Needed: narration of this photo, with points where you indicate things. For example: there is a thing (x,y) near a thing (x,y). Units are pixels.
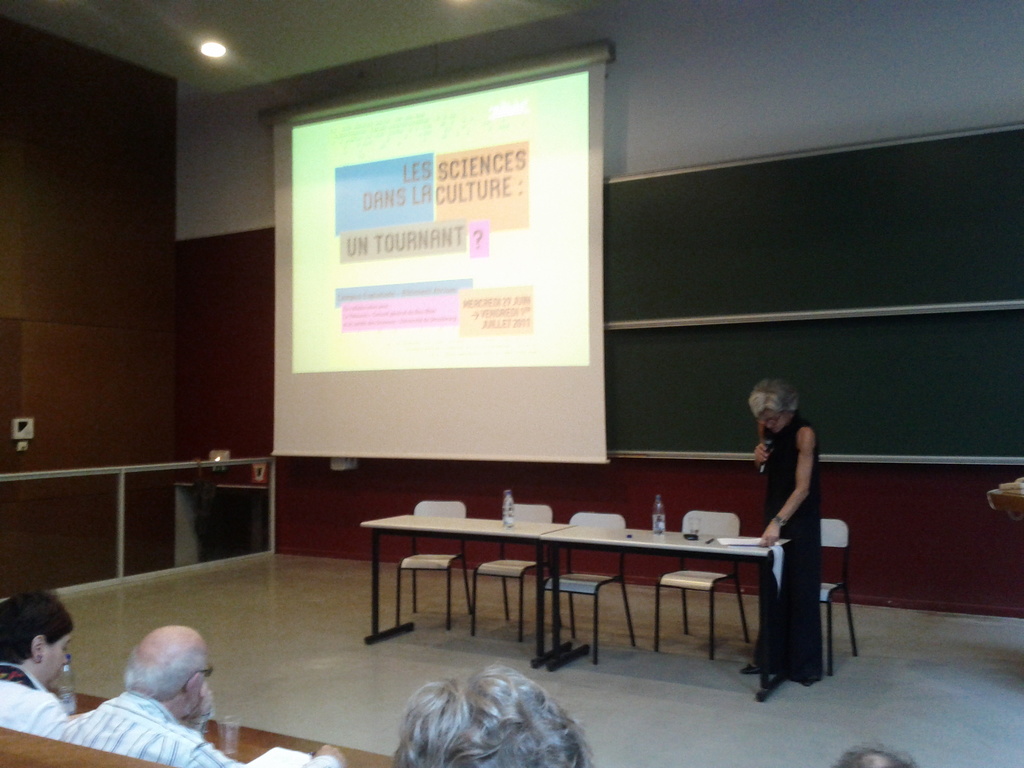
This is the picture of a room (671,237). In this image there is a woman (775,508) standing and holding the microphone (764,458) and paper (776,577). There are bottles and objects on the table (641,534) and there are tables (669,547) and chairs (598,599). At the back (409,79) there are blackboards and there is a screen (358,205). In the foreground (532,677) there are group of people (487,700) sitting and there is a glass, bottle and paper (284,753) on the table (214,735). On the left side of the image (225,541) there is a hand rail (6,542) and door (213,525). At the top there are lights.
